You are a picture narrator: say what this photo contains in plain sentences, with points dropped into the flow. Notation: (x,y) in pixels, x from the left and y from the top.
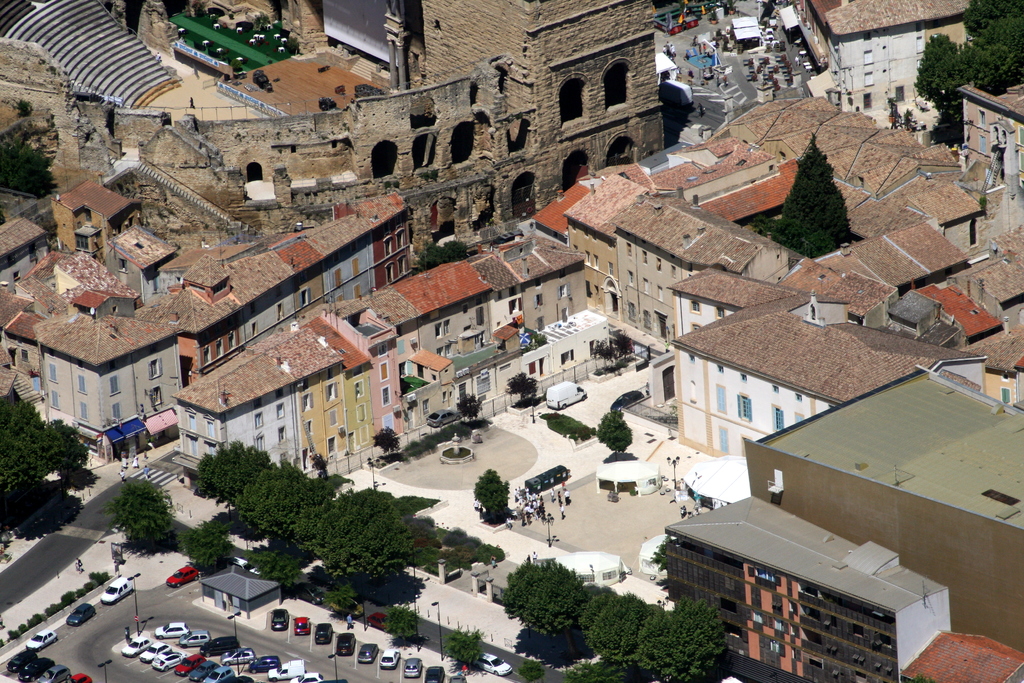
In this image we can see so many buildings (972,103), trees (25,452), poles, cars (16,665), road (56,644), plants (470,540) and people (532,507).
